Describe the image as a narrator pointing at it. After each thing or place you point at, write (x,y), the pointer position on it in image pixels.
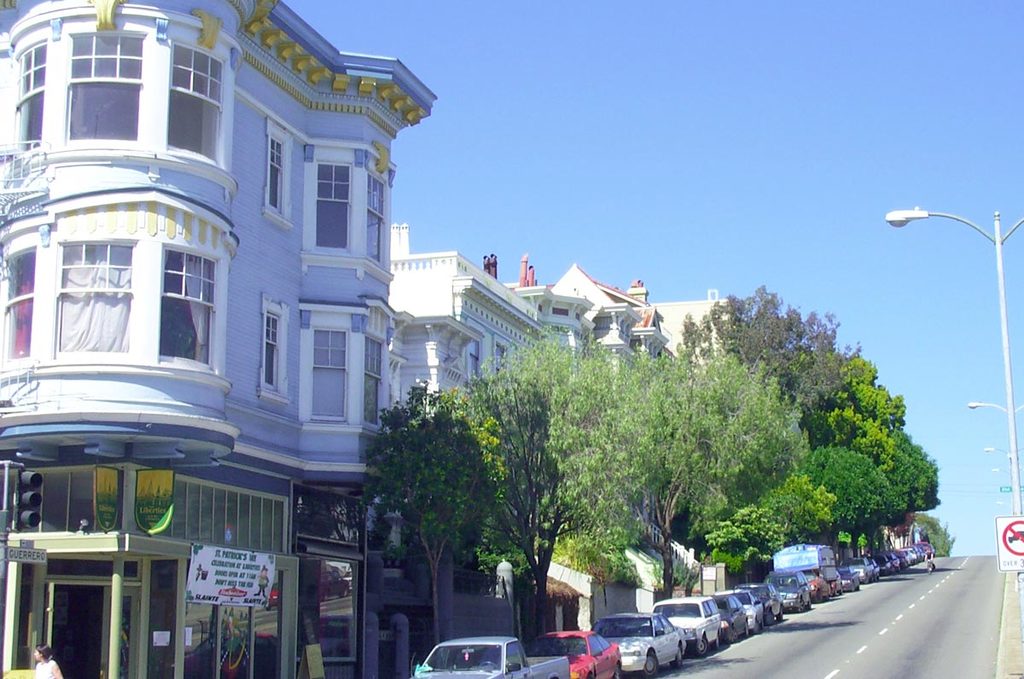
In this image there are so many buildings (190,504) in front of that there are trees (436,598) and some cars (597,669) parked on the road (970,613), also there are electric poles (1013,433).
